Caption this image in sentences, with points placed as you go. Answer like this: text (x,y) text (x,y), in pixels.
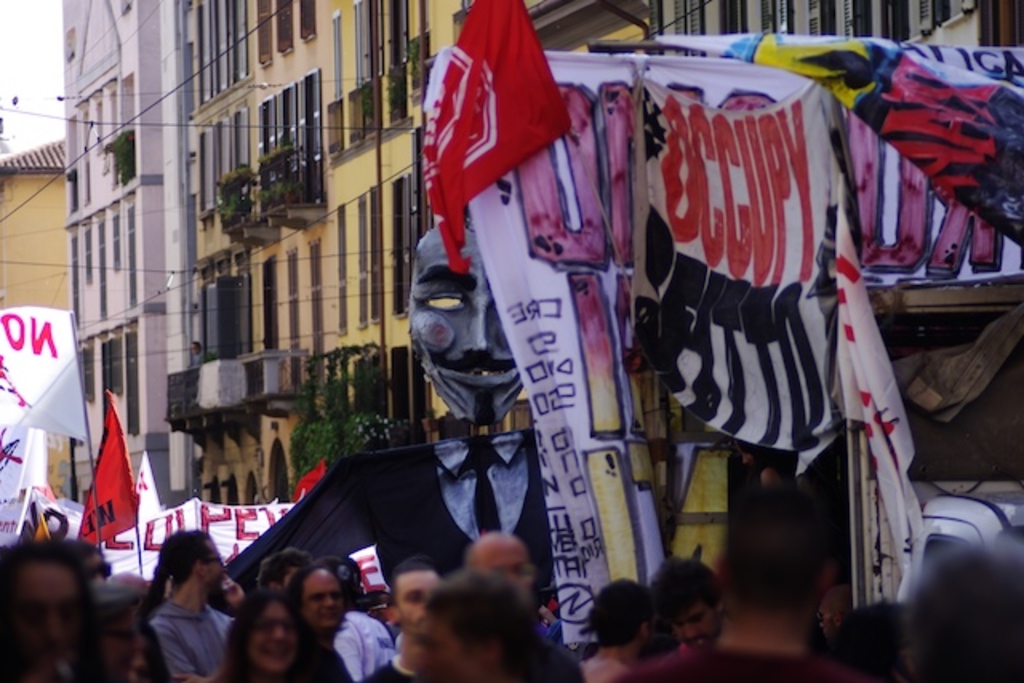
In this image I can see at the bottom (269,564), there are group of people (397,602) are standing with the flags (134,505) and placards (48,516). At the top (404,113) there are very big buildings (328,297).
